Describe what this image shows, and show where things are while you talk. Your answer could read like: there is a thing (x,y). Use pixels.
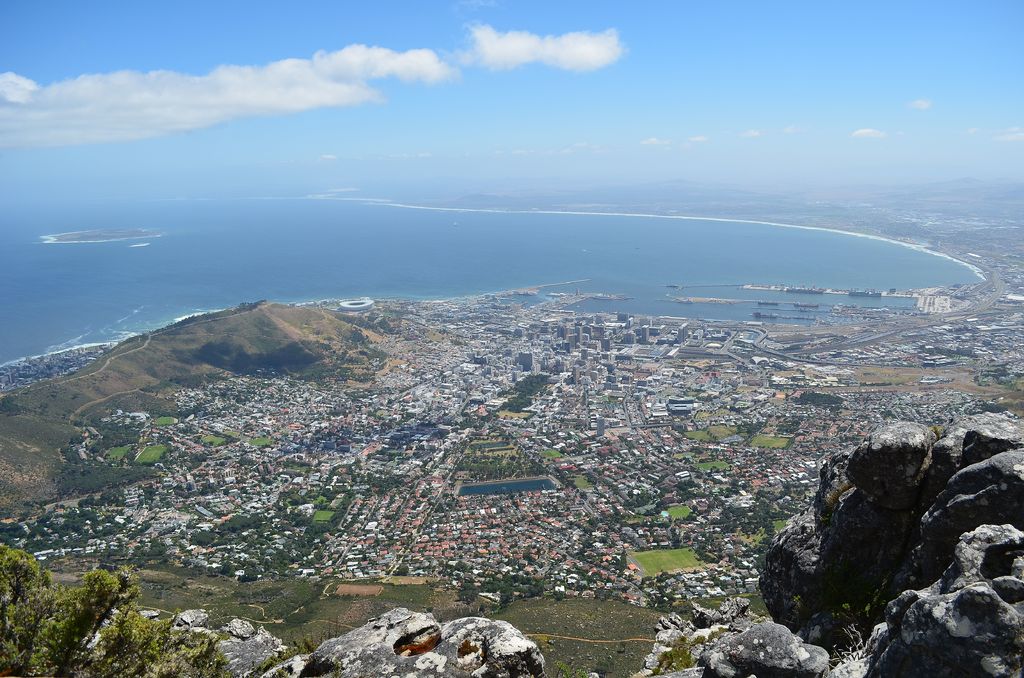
This image is consists of cape town (463,419) in the center of the image (494,344), there is sky (499,125) at the top side of the image (484,140), there are rocks (844,473) at the bottom side of the image (879,481).
